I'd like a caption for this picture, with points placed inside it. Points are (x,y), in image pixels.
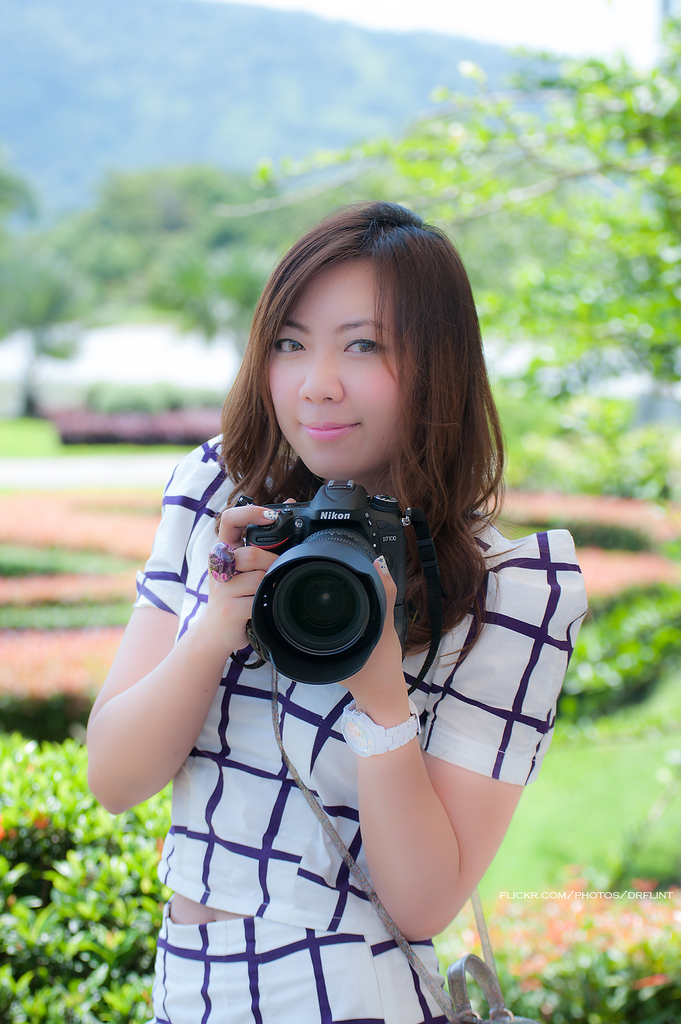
A woman (304,770) is holding camera (384,527) in her hands (383,657). In the background (215,317) there are trees (387,188), plants (110,938) and sky (577,11).
